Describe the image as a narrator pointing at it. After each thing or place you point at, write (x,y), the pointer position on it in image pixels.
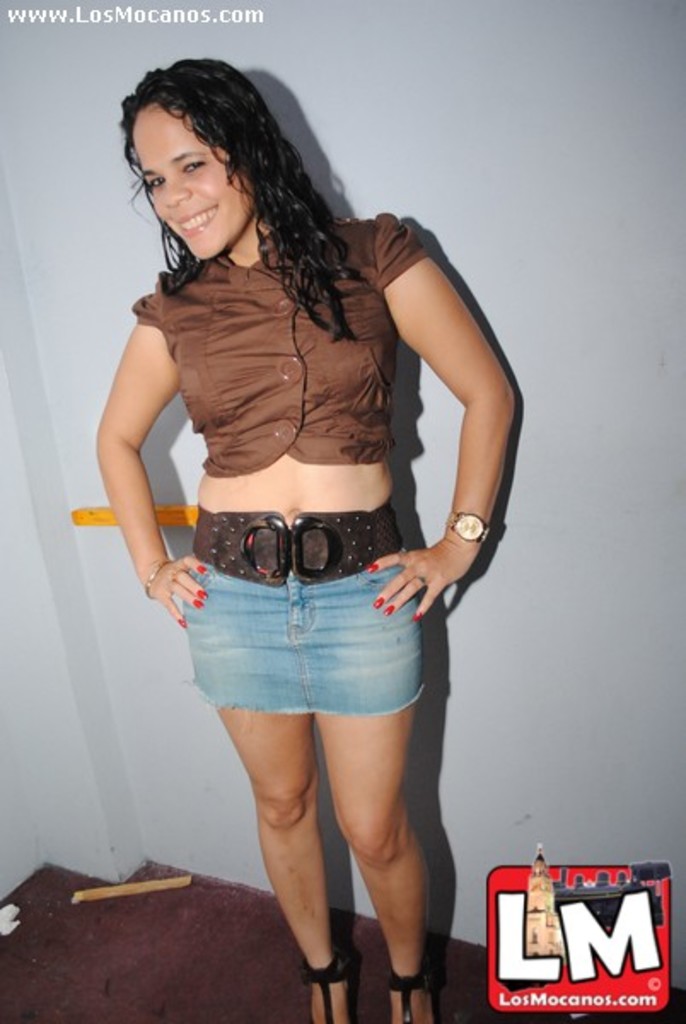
In this image I can see a woman (307,538) wearing brown and blue colored dress (280,618) is stunning. I can see the white colored wall (537,563) in the background (479,135).
